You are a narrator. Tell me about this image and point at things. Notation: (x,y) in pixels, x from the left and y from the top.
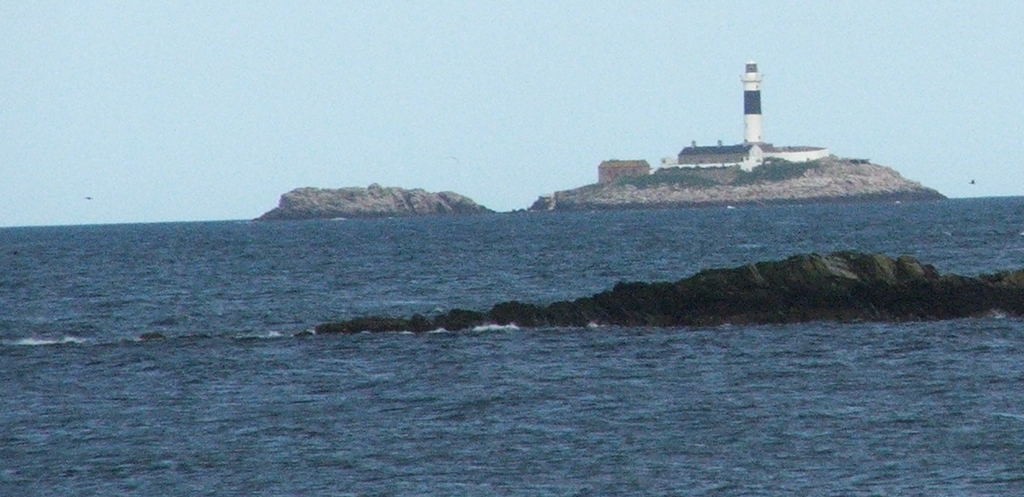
In this image I can see water (501,289) in the front (796,456). In the background (757,144) I can see few buildings (710,146), a lighthouse (757,119) and the sky (517,67).
